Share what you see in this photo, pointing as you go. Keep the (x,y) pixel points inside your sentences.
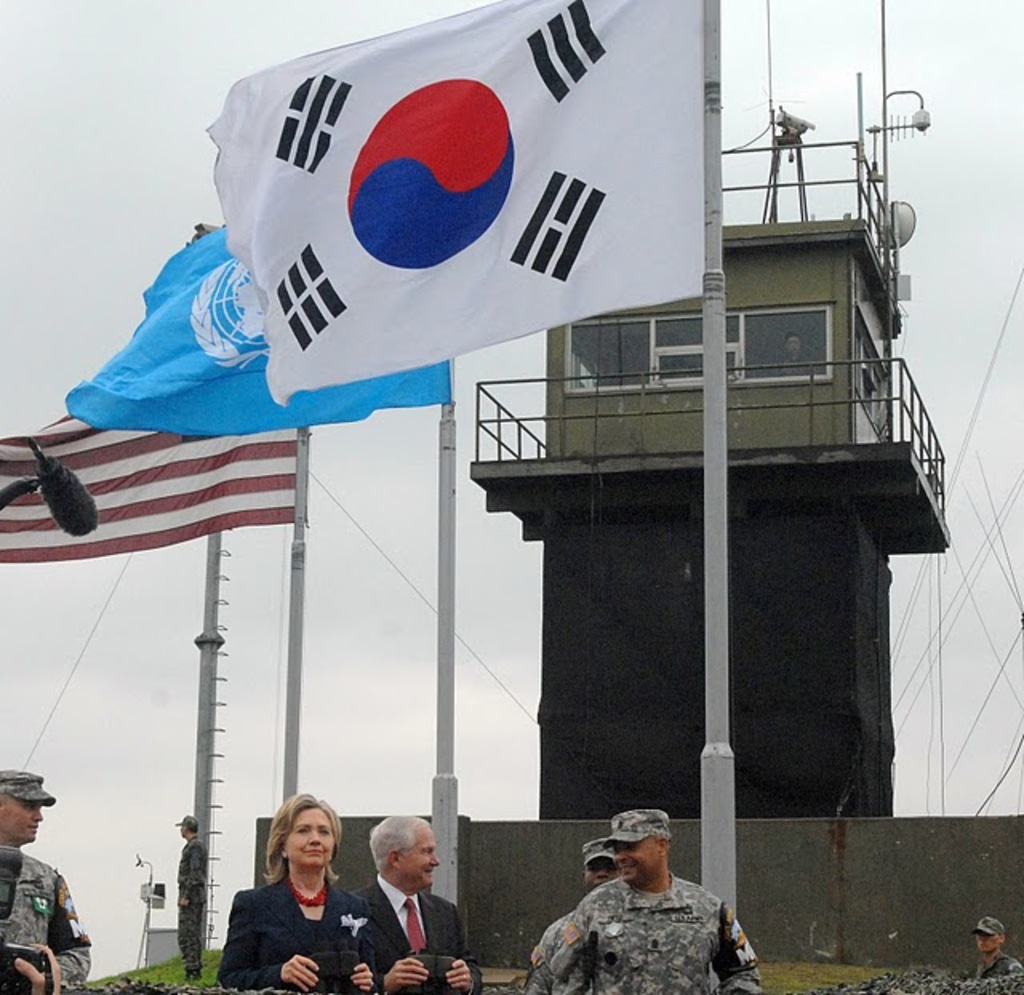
In this image I can see the group of people (296,988) with military uniforms (550,953) and different color dresses (285,939). In the background (292,709) I can see many flags (336,256) to the poles (707,788) and the building (688,493) with railing (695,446). I can also see the sky (139,270) in the back (269,540).
